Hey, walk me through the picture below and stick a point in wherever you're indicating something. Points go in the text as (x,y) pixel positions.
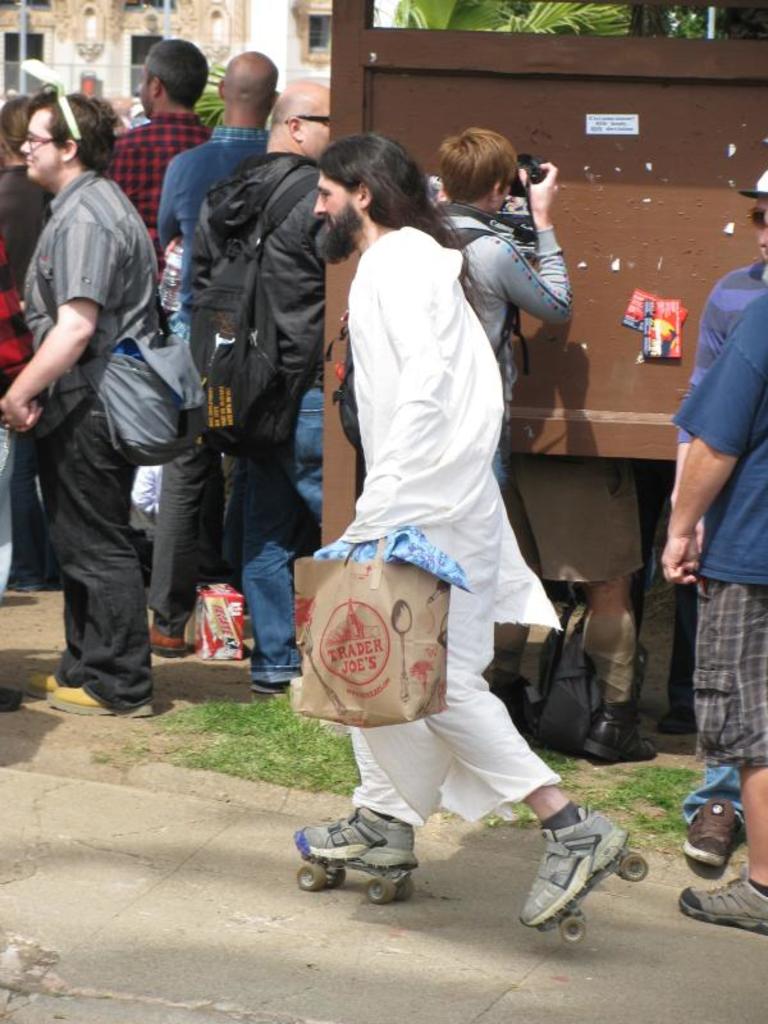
In this picture there is a person (394,225) with white dress (490,732) is skating and holding the bag (421,693) and there is a person (515,253) standing and holding the camera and there are group of people (284,260) standing and there are papers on the board (731,97). At the back (130,18) there is a building (118,62) and there are trees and there is a pole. At the bottom (134,777) there is a pavement (286,918) and there is grass (669,840) and box (200,649).
